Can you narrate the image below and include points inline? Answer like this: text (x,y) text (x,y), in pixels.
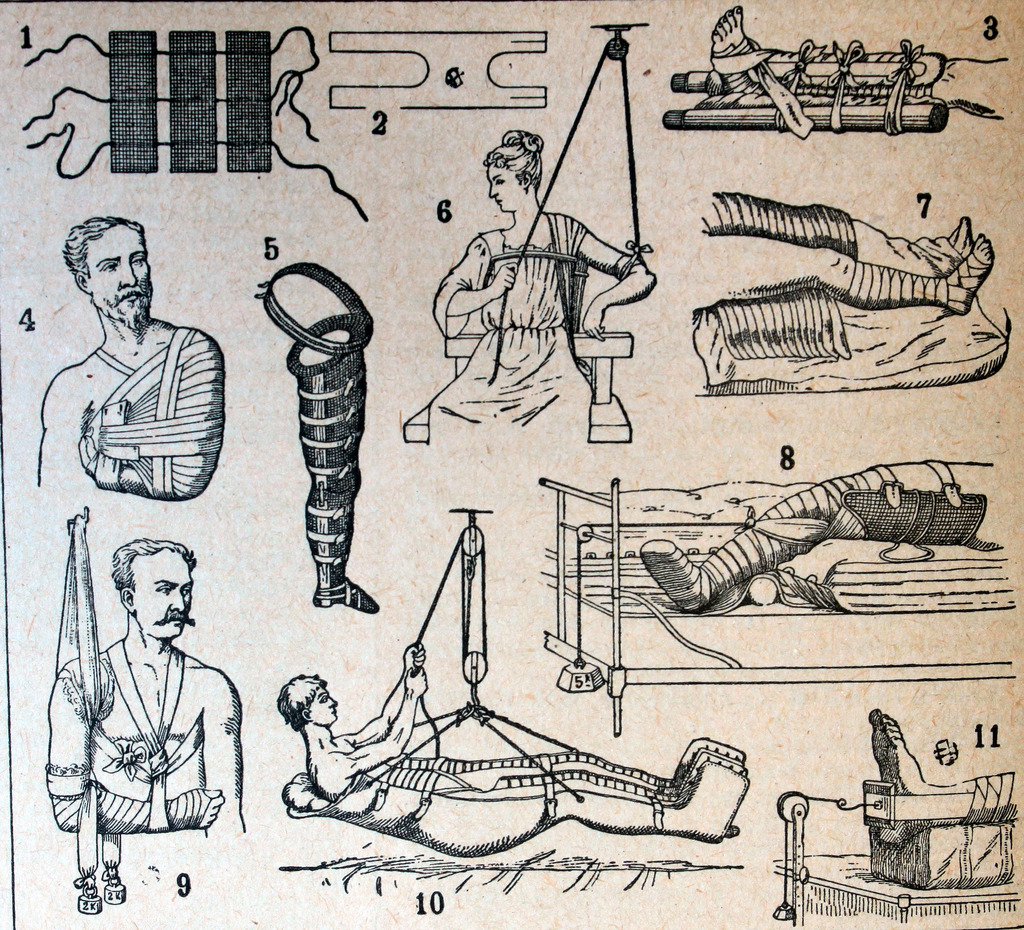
This is an animated image with the numbers (789,461) and images of the persons (152,558) and objects (609,433) in it.
